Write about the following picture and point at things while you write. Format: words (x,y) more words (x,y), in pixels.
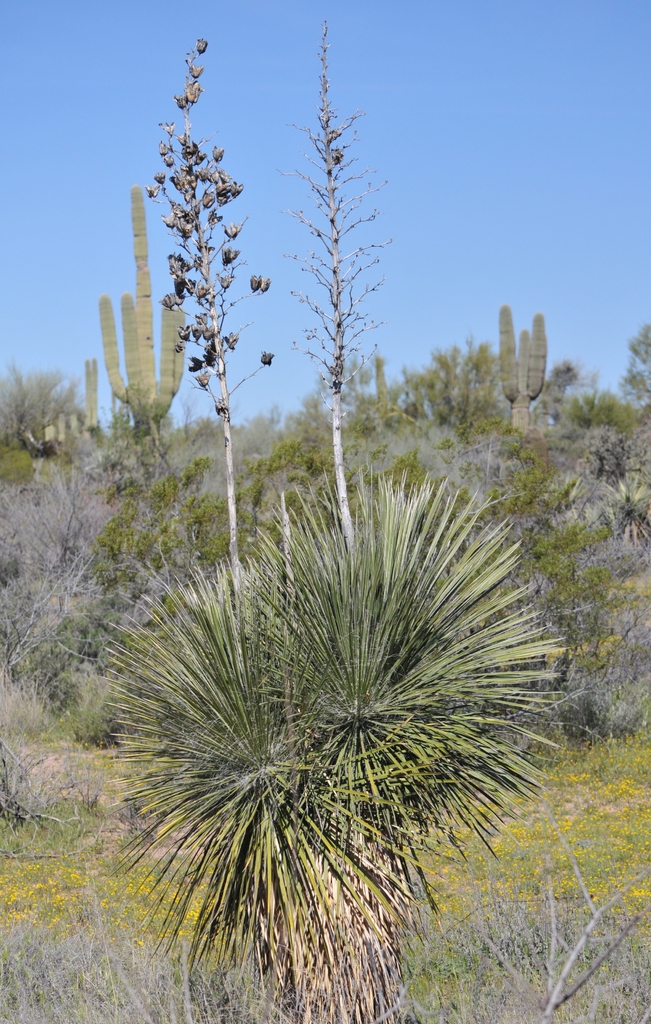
In this image I can see few green and grey color trees (291,521). The sky (291,232) is in blue color.
